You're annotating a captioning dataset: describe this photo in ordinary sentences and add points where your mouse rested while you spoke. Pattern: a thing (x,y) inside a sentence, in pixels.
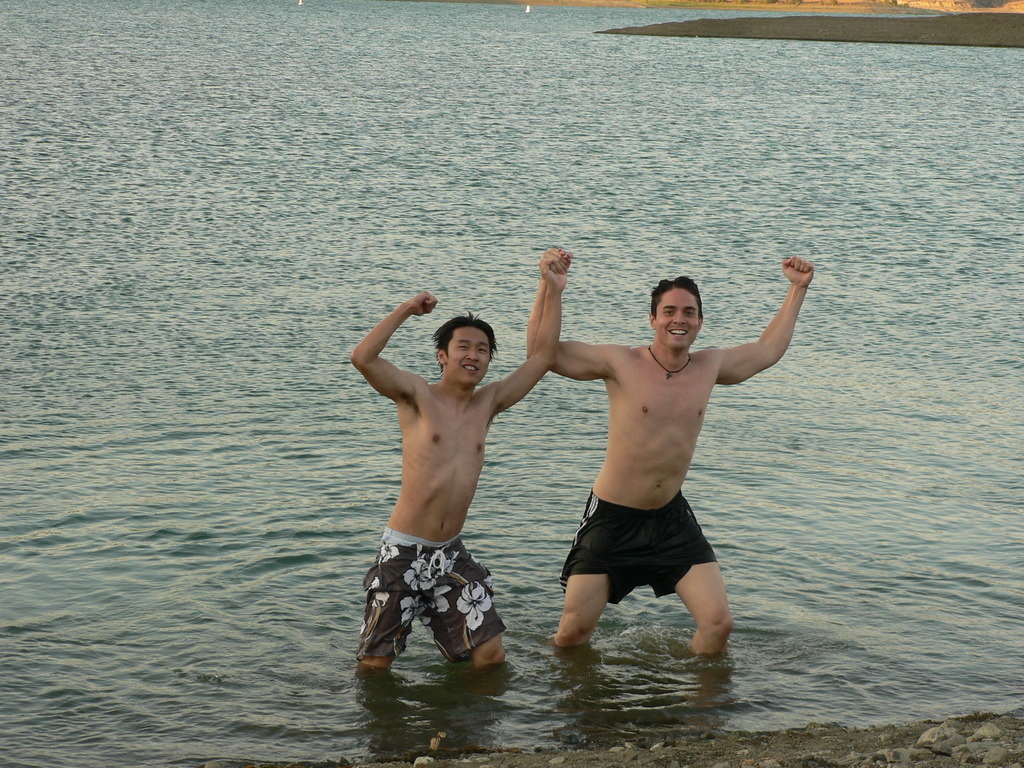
In this image, there are a few people (568,355) in the water (568,515). We can also see the ground (872,737) and some stones (944,748) at the bottom (812,739).
